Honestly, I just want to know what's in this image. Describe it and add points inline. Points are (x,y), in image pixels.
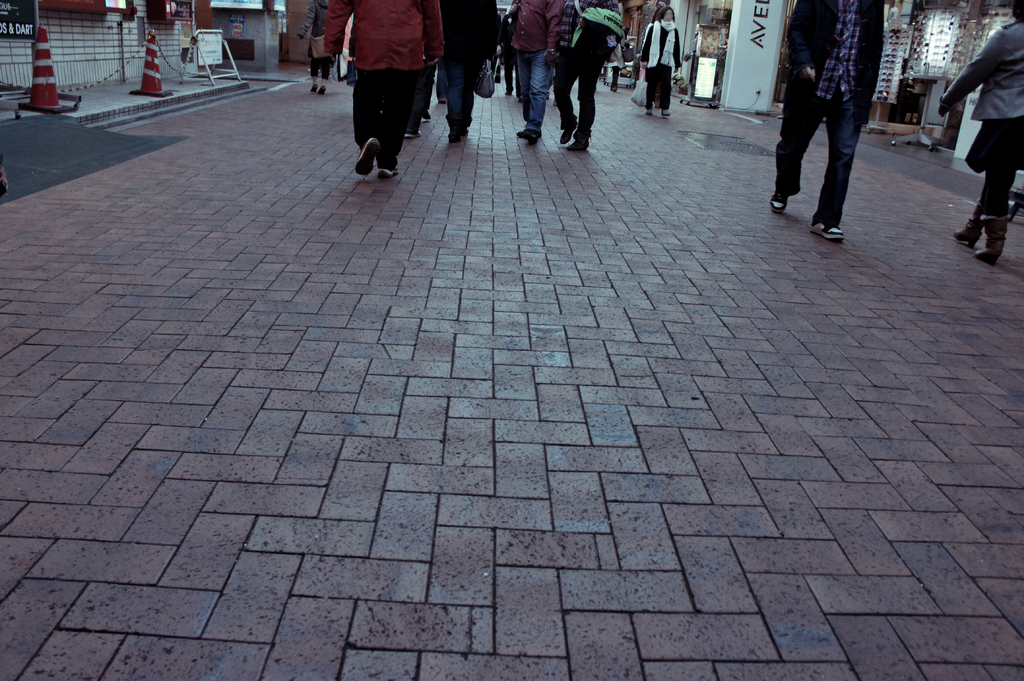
In the picture we can see a path (730,253) with tiles (721,570) and on it we can see some people (864,76) are walking and besides, we can see a wall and something placed near it and on the other side we can see some shops (764,100).
